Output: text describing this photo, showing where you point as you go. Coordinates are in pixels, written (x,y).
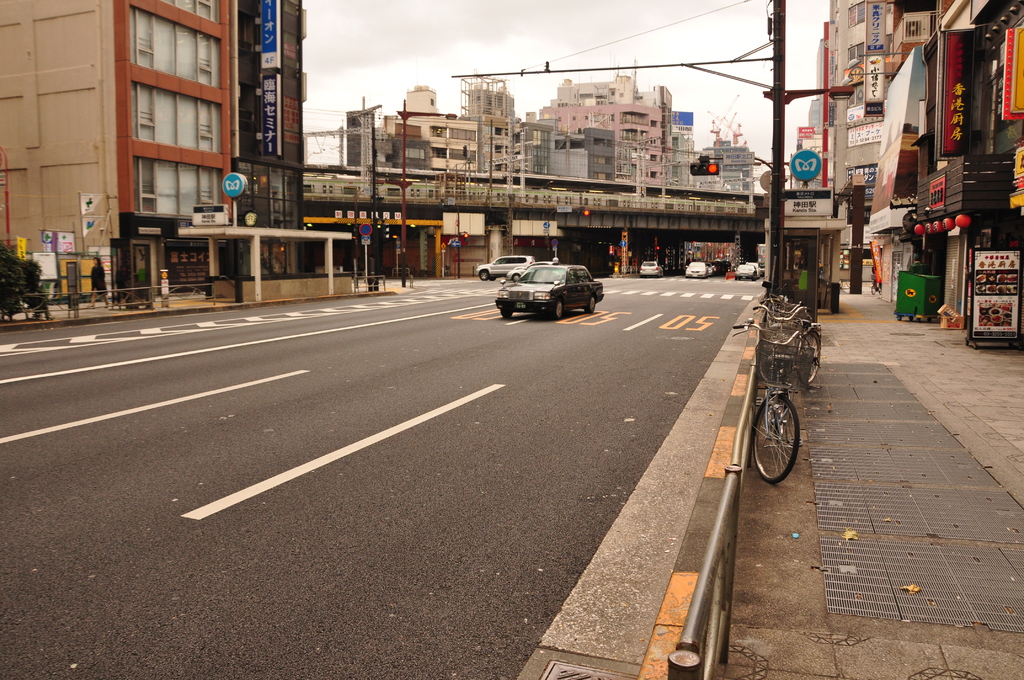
In this picture I can see the road (461,376) and the footpath (818,412) in front (348,436), on which there are cars (693,268), few cycles (778,299) and number of poles (778,28). In the middle of this picture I can see number of buildings (38,71) and I can see boards (273,18) on which there is something written. In the background (358,164) I can see few more buildings (355,163), a bridge (416,215) and the sky (337,43). On the left side of this picture (29,274) I can see the plants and few people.
